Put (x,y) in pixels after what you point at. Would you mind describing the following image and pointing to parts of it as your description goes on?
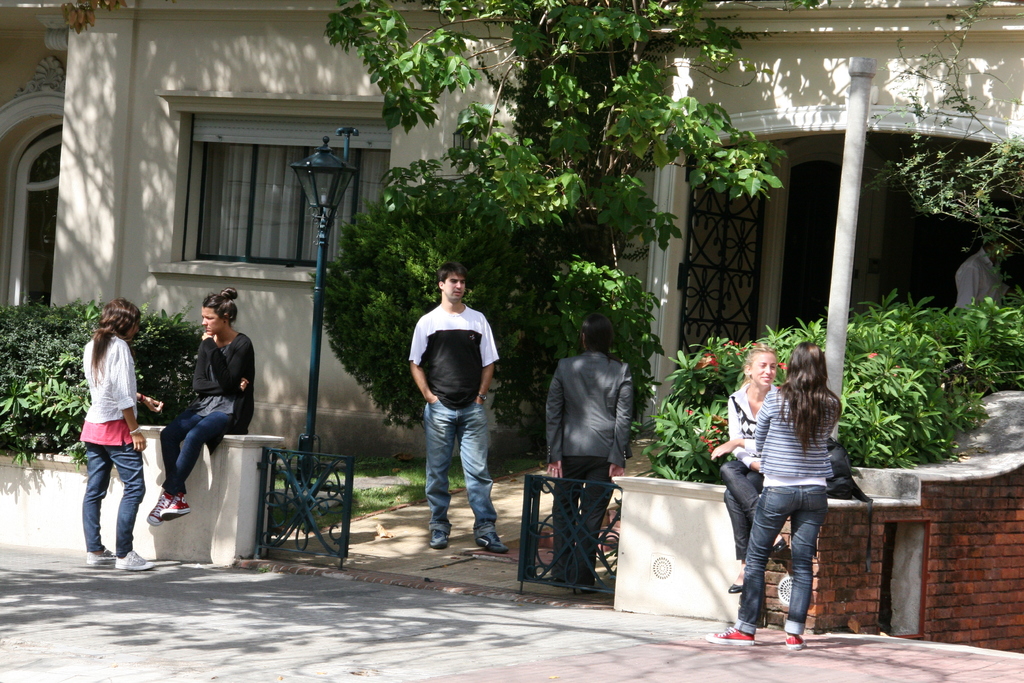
In the image we can see there are people (190,460) standing outside the building (1019,125). The women (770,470) are sitting on the wall (197,508) and there is small iron gates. There is an iron pole (865,102) and street light pole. There are trees (486,288) and plants (939,393).
